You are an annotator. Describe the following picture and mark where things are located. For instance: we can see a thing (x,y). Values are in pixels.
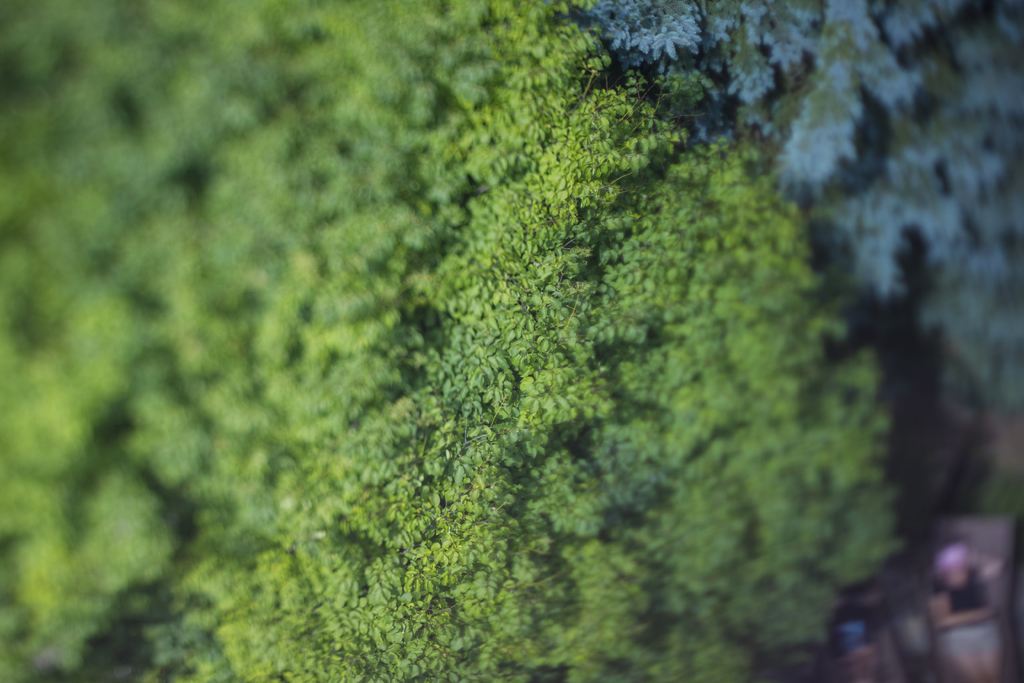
This picture shows a tree (755,471) and we see a human (961,651) standing.
